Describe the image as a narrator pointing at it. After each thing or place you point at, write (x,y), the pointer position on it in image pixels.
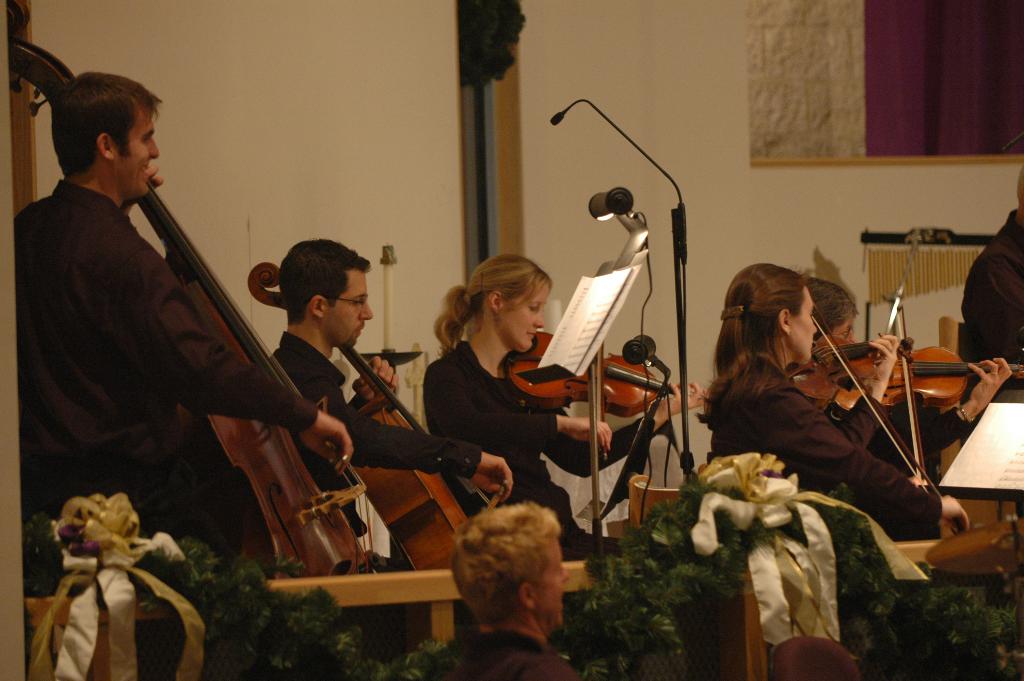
As we can see in the image there is a wall (345,66), few people (983,320) sitting over here and holding musical instruments (337,528) in their hands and there is a mic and paper (595,317).
